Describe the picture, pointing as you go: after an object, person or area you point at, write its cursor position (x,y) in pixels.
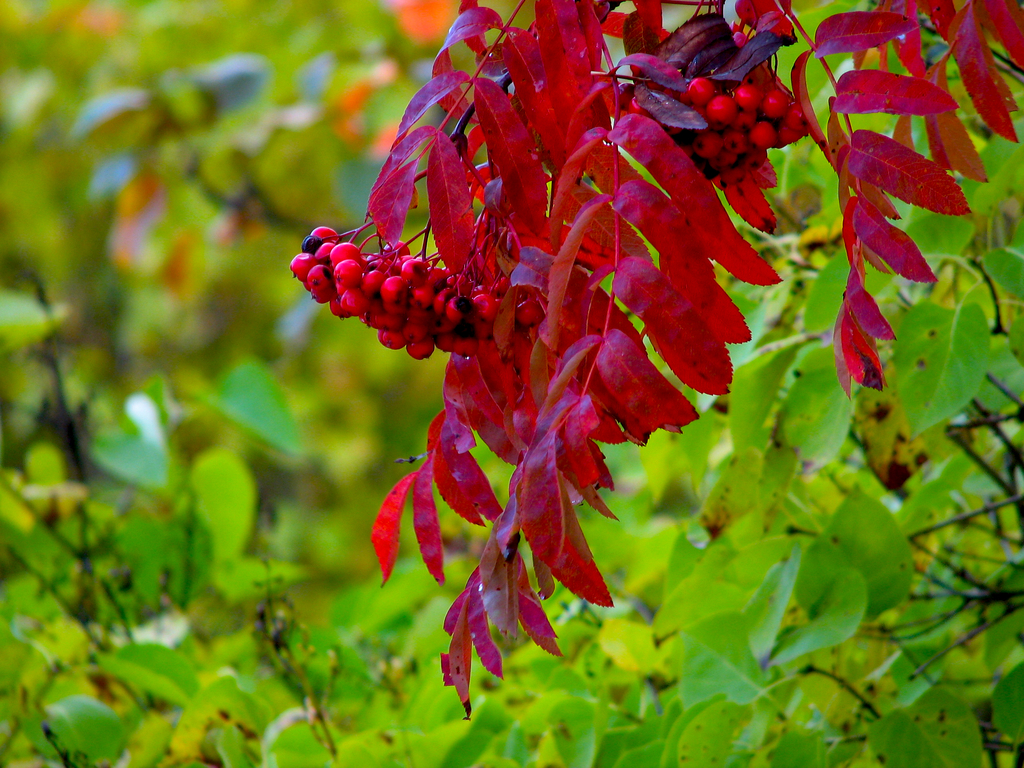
In this image we can see trees (590,223).
